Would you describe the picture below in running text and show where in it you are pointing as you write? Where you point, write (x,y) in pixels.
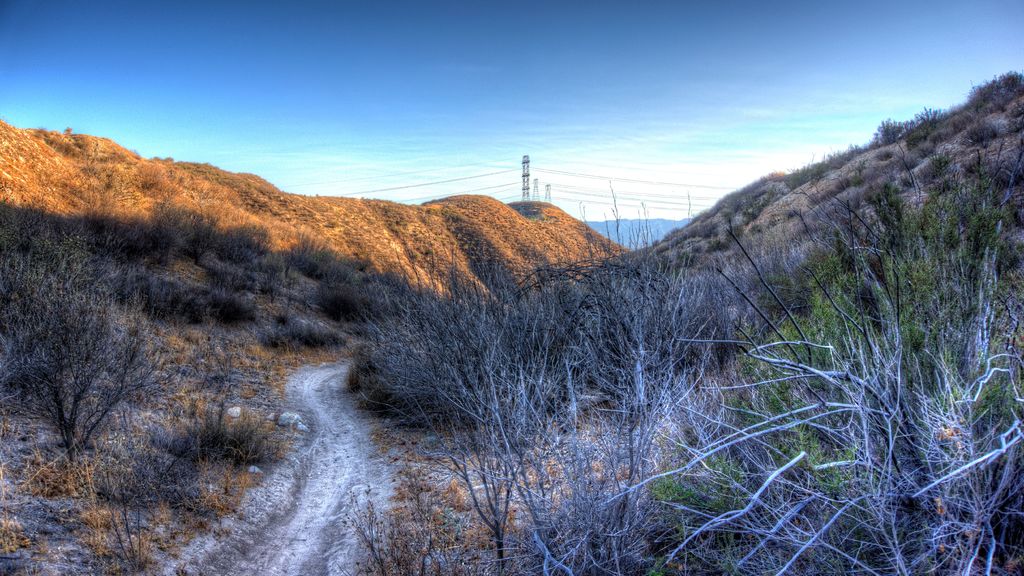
In this image in the front (392,368) there are dry plants (414,378). In the background (524,180) there are towers (535,188) and there are mountains (627,232) and the sky (623,153) is clear.
